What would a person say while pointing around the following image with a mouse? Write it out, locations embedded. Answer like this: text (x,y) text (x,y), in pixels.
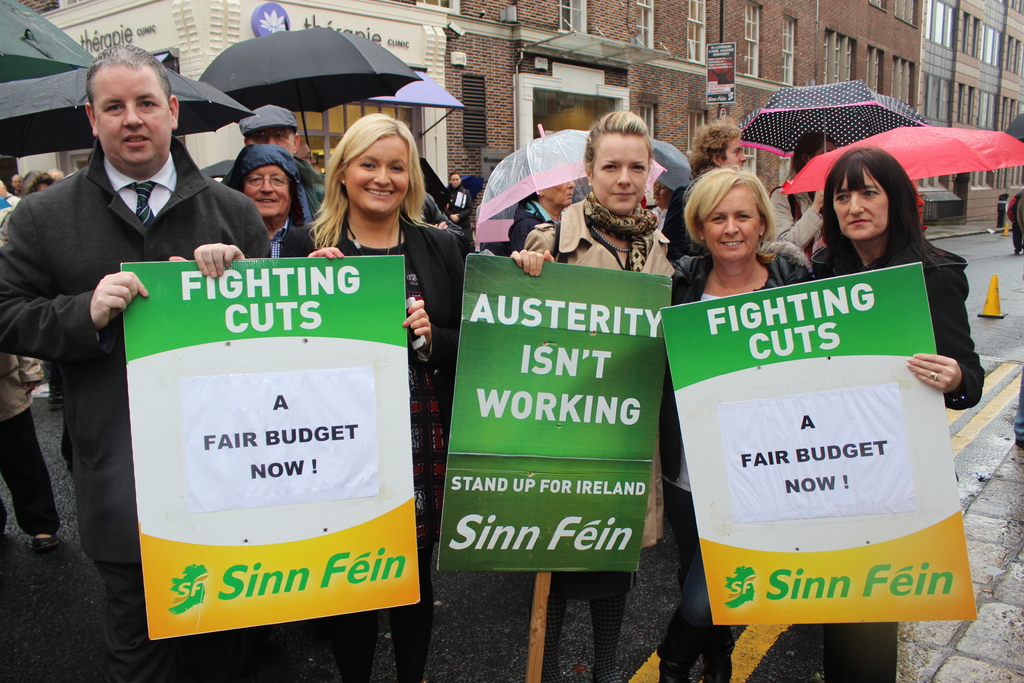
People (305,248) are standing on the road (1007,288) holding boards (936,425). People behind them are holding umbrellas (816,101). There are buildings (955,59) and boards (722,68) at the back (719,71). The buildings (690,97) have windows (981,119).
